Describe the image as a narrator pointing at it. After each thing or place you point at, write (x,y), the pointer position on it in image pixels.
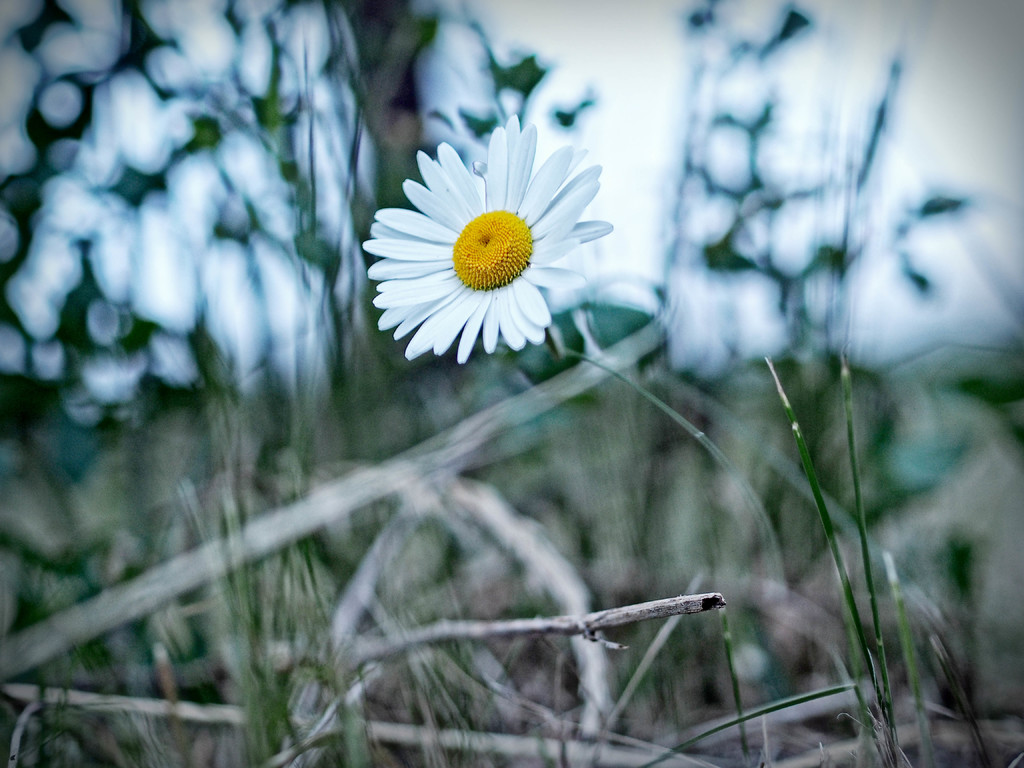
This picture is taken from outside of the city. In this image, in the middle (390,282), we can see a flower (397,233) which is in white color. In the background (366,451), we can see some trees (6,408) and plants (886,462). At the top (657,93), we can see a sky (657,93).
